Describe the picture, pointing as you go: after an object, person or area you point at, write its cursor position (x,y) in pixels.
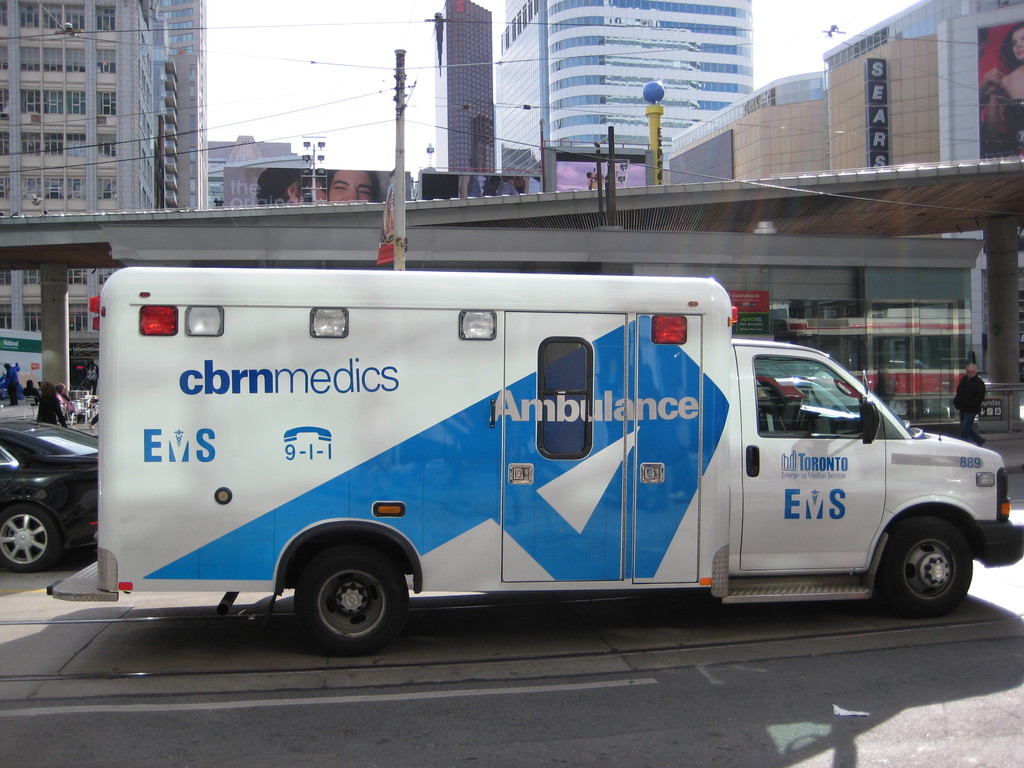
In this image I can see in the middle (484,369) there is an ambulance (652,512), on the right side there is a person (967,408). On the left side (21,531) there is a car (53,457) in black color, in the middle (388,265) it looks like a bridge (479,239). In the background (108,179) there are buildings (509,126), at the top (415,99) there is the sky (422,58).
